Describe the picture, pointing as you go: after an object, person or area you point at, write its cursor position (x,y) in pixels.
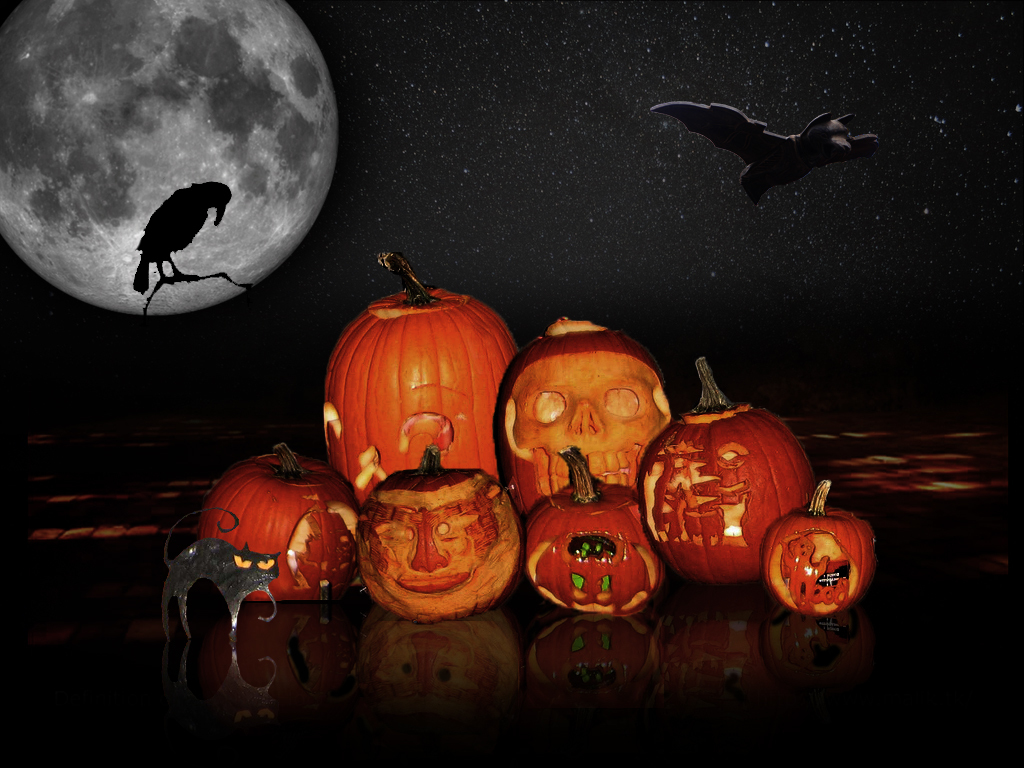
In the picture I can see pumpkins (472,486). In the background (228,129) I can see the moon (255,147) and animal shaped objects (177,571). The background of the image (647,283) is dark.
